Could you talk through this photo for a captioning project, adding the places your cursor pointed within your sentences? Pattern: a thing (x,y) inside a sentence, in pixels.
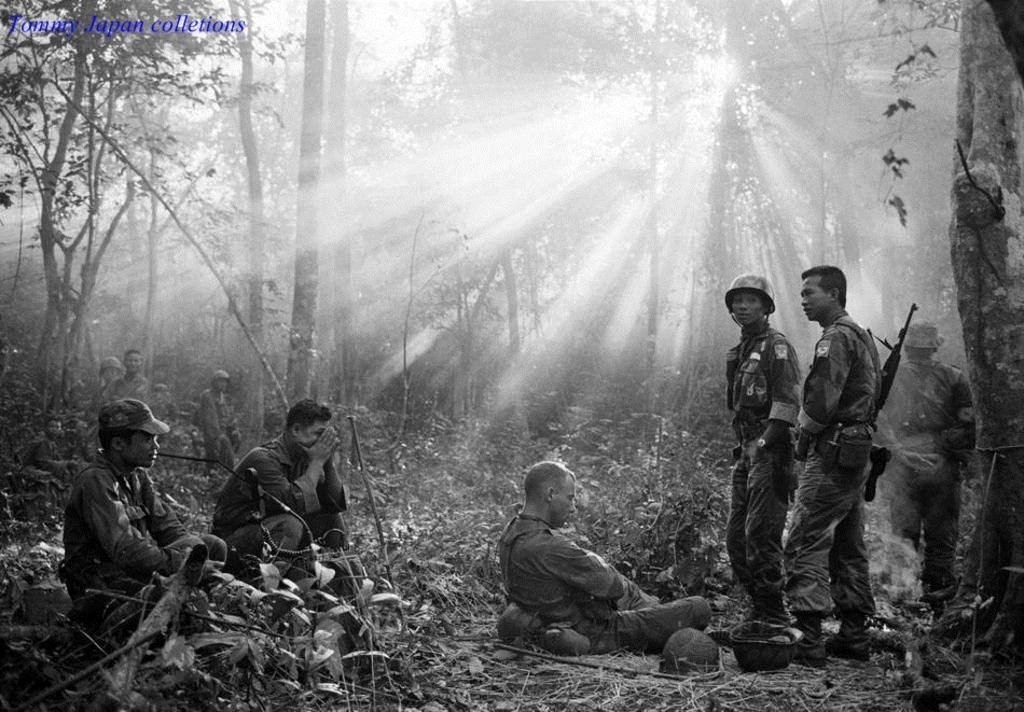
In this image I can see in the middle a man (657,622) is sitting on the floor (647,660). On the right side (939,572) few men (821,471) are standing, they wore dresses (840,400) and weapons (875,465). In the middle (643,255) there are trees (704,241) and there is the sunlight (484,259).
